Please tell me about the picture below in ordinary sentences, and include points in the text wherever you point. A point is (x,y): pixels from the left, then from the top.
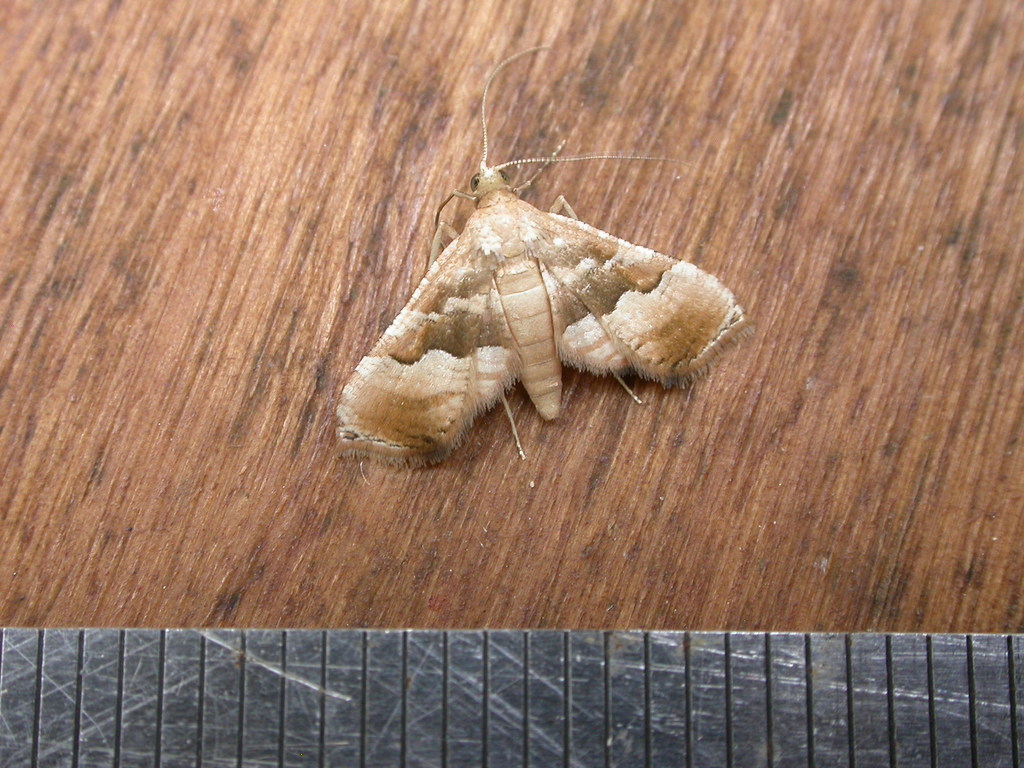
In this picture we can see an insect (419,337) on the wooden object (191,452). Behind the insect (475,314) it looks like an iron plate (717,706).
